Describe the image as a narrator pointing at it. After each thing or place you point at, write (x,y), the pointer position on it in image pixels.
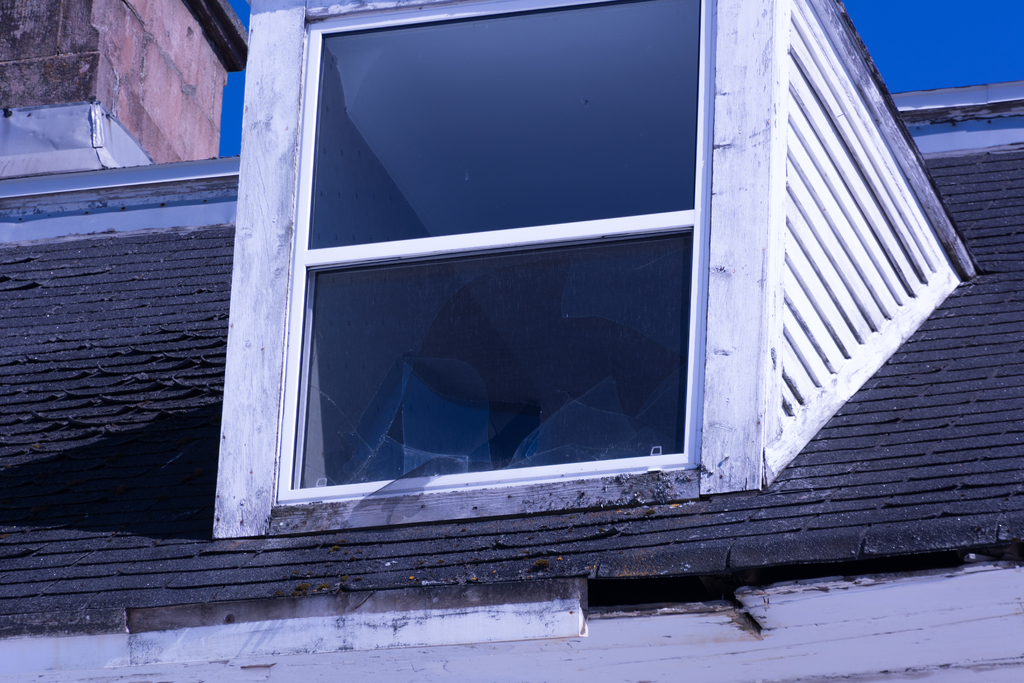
In this image there is a house (494,587) and we can see a window (539,318). In the background (942,9) there is sky (940,39).
